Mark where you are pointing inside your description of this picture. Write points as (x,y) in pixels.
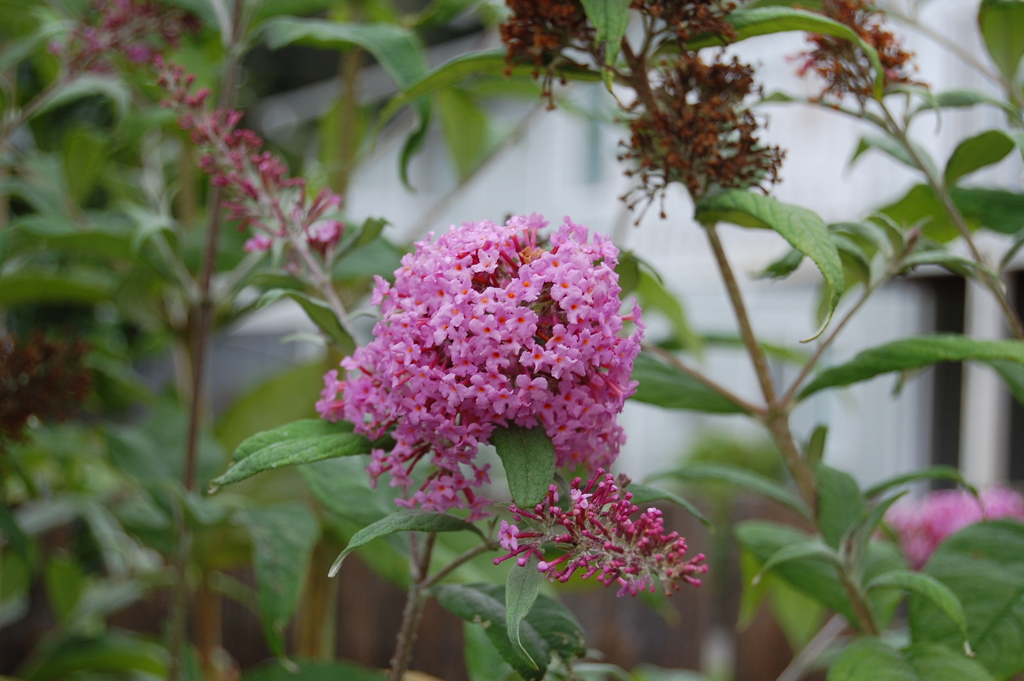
In this image I can see flowers (445,332), leaves (542,438) and branches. In the background (122,453) it is blur.
